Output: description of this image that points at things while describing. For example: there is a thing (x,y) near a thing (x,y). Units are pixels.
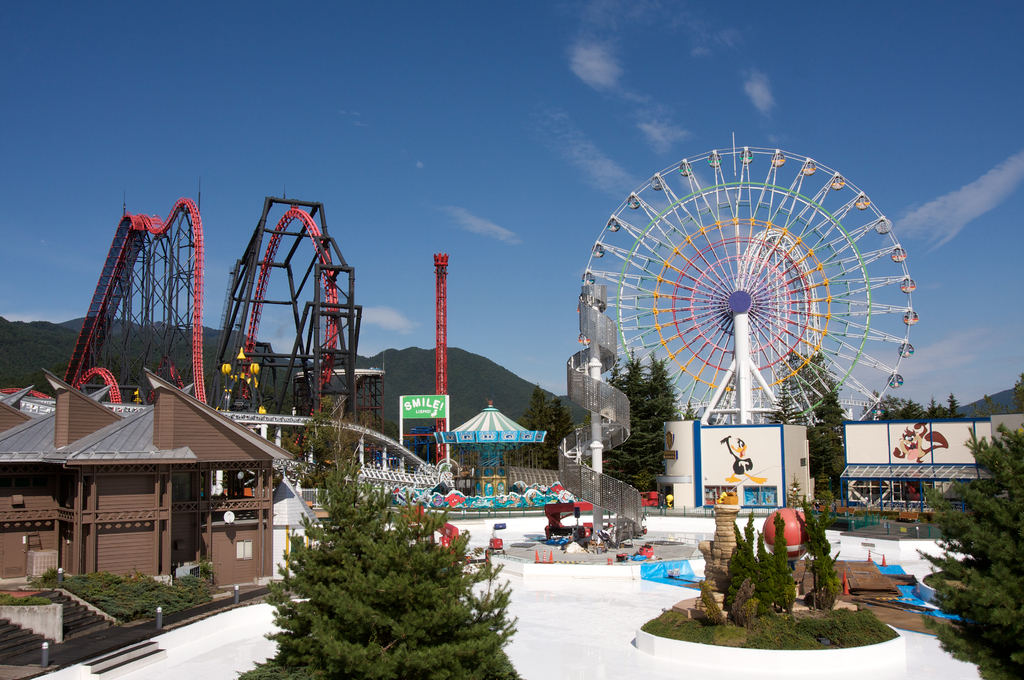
In this image I can see the plants (480,654). To the left (121,557) I can see the house (112,534) and the stairs (61,601). In the background (291,428) I can see many rides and also boards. I can see the mountains (487,380), trees (325,478), clouds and the blue sky (459,73).
